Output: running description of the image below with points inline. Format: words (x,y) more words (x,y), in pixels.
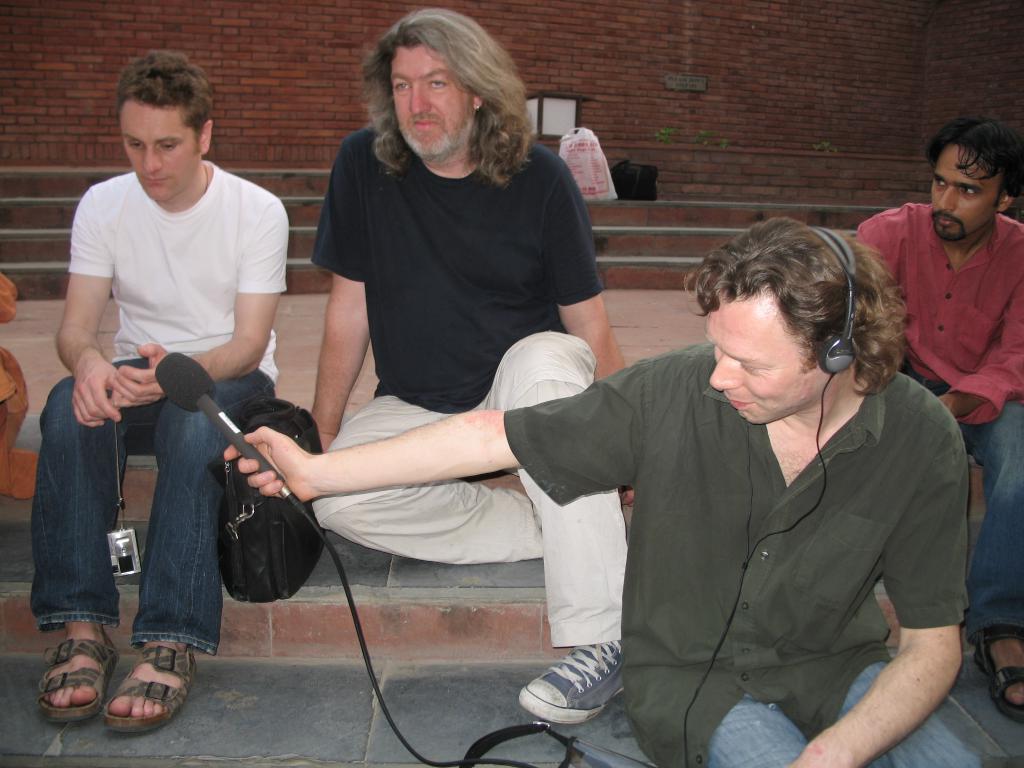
In this picture I can see a man (719,409) in front (735,459) who is sitting and I see that he is holding a mic (199,388) and I see a headphone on his head (756,306). Behind him I can see 3 men (571,221) who are sitting. In the background (34,252) I can see the steps (619,218), on which there are 2 things (611,176) and I can see the wall (546,26).
